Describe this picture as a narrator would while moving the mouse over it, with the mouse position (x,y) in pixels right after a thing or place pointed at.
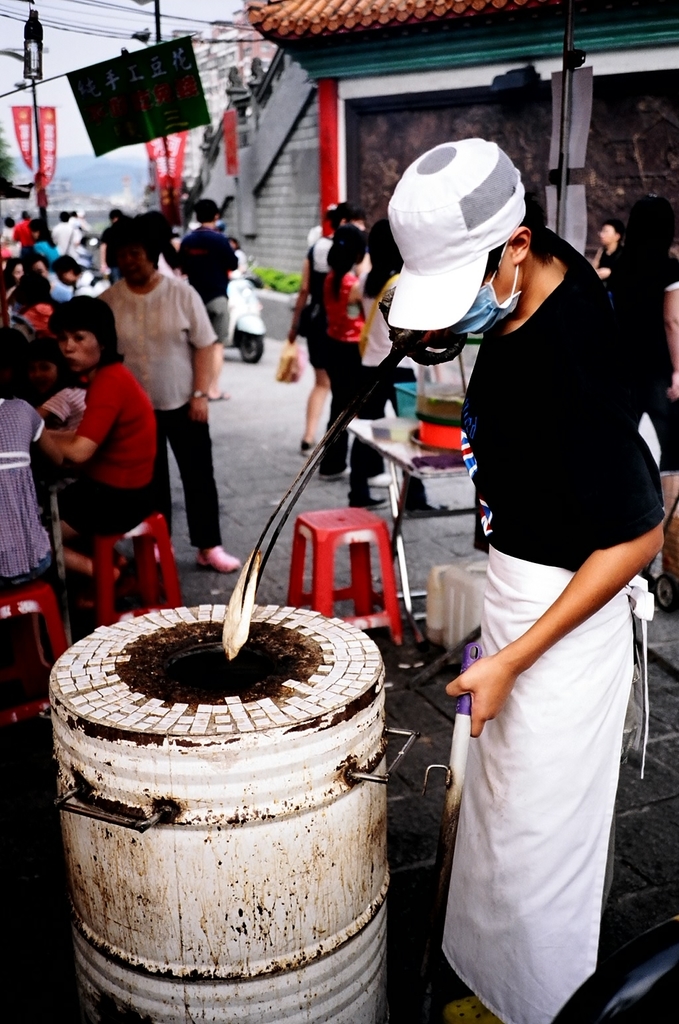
In this image, we can see people (338,344) wearing clothes (126,366). There are stools (328,539) on the left side of the image (42,584). There is an object (309,825) at the bottom of the image (312,883). There is a person (514,519) on the right side of the image (607,434) holding sticks (380,373) with his hands (479,675). There is a roof house (297,49) at the top of the image (303,36). There is a flag (114,103) in the top left of the image (90,97).
